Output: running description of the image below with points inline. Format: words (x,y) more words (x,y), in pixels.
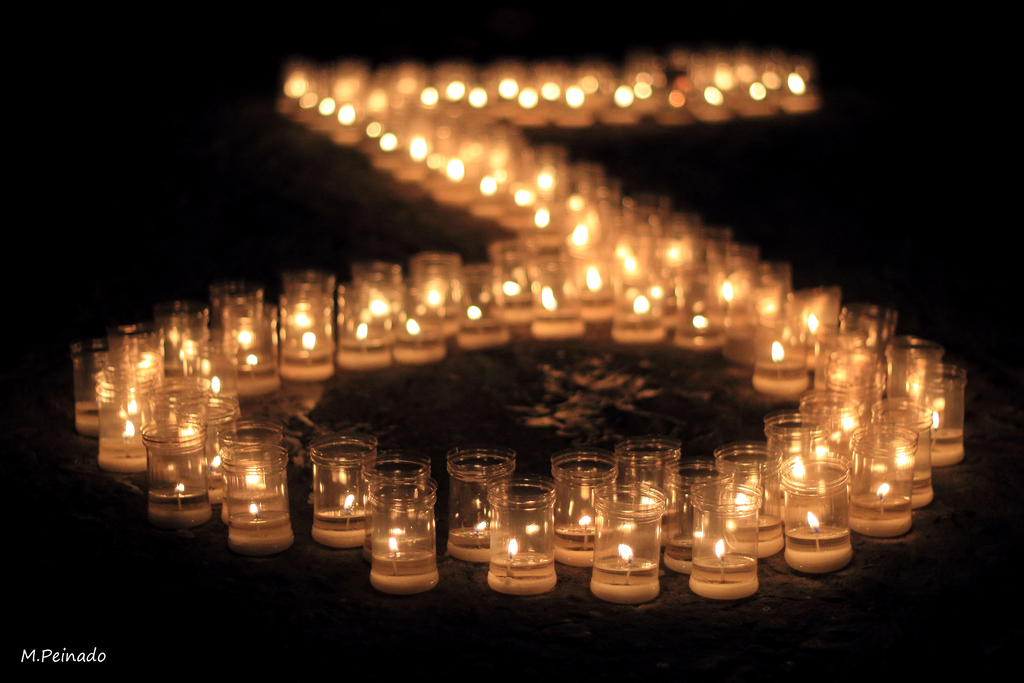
In the image I can see glasses (426,360) which has candles (561,532) with the fire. The background of the image (12,221) is dark. I can also see watermark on the bottom left corner of the image (59,662).
